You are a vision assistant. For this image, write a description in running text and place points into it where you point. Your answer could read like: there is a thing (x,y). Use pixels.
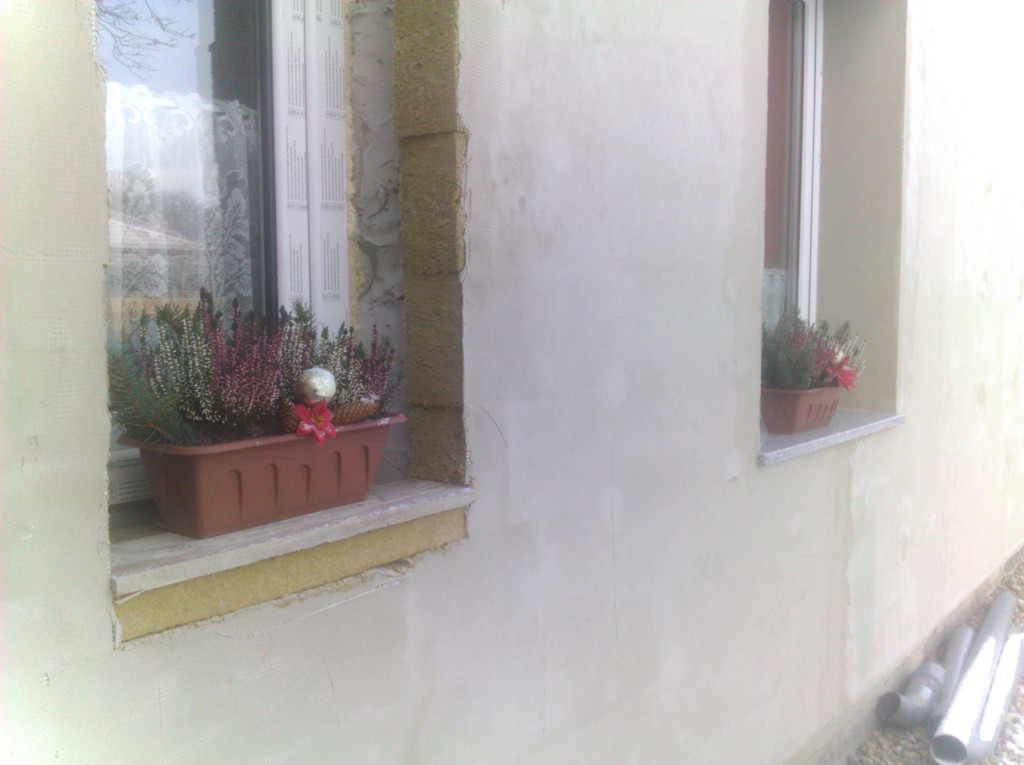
In this image we can see wall (541,261), windows (244,164) and house plants (244,430).
